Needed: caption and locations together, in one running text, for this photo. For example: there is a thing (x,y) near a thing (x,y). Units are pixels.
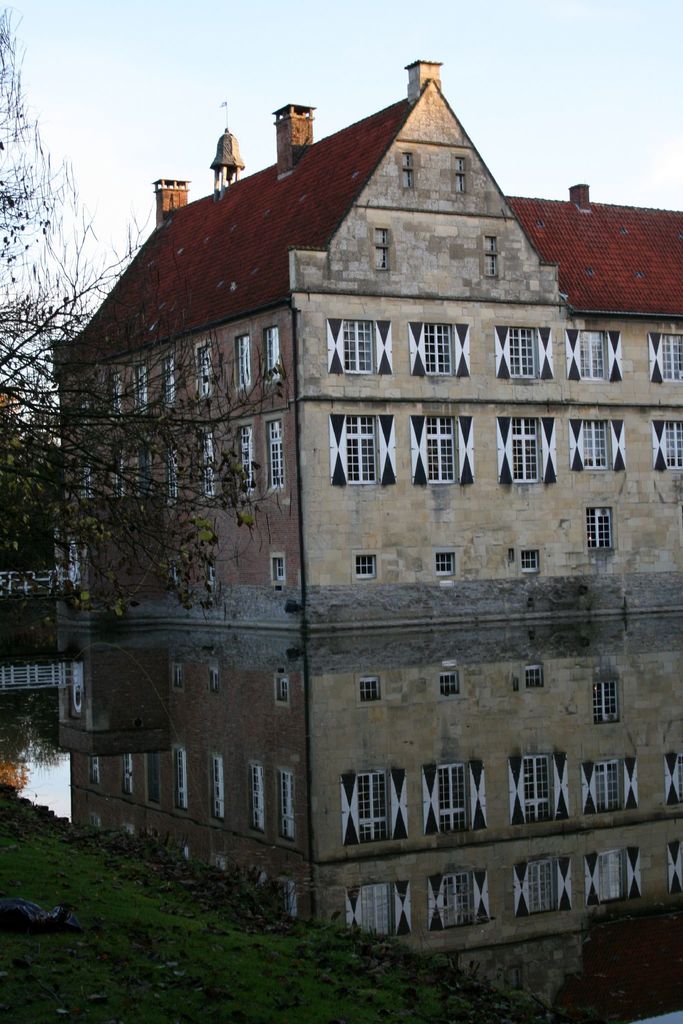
In this picture we can see grass (239,929) at the bottom (240,998), on the left side (121,533) there is a tree (66,491), we can see a building (523,502) and water (533,731) in the middle (446,504), there is the sky (343,52) at the top of the picture (278,66).
